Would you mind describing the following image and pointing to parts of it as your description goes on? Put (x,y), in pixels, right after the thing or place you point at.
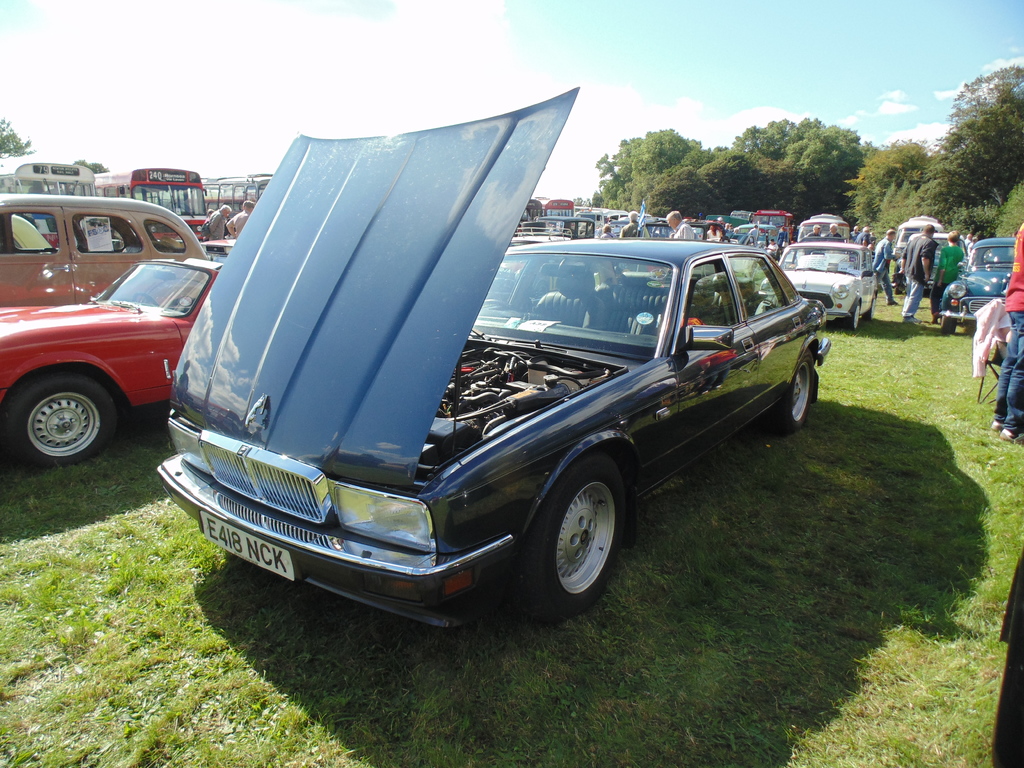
In the center of the image (656,260) there are many car (498,233) and buses (99,180). At the bottom of the image (432,667) there is grass (467,742). In the background of the image (951,168) there are trees (834,178).
